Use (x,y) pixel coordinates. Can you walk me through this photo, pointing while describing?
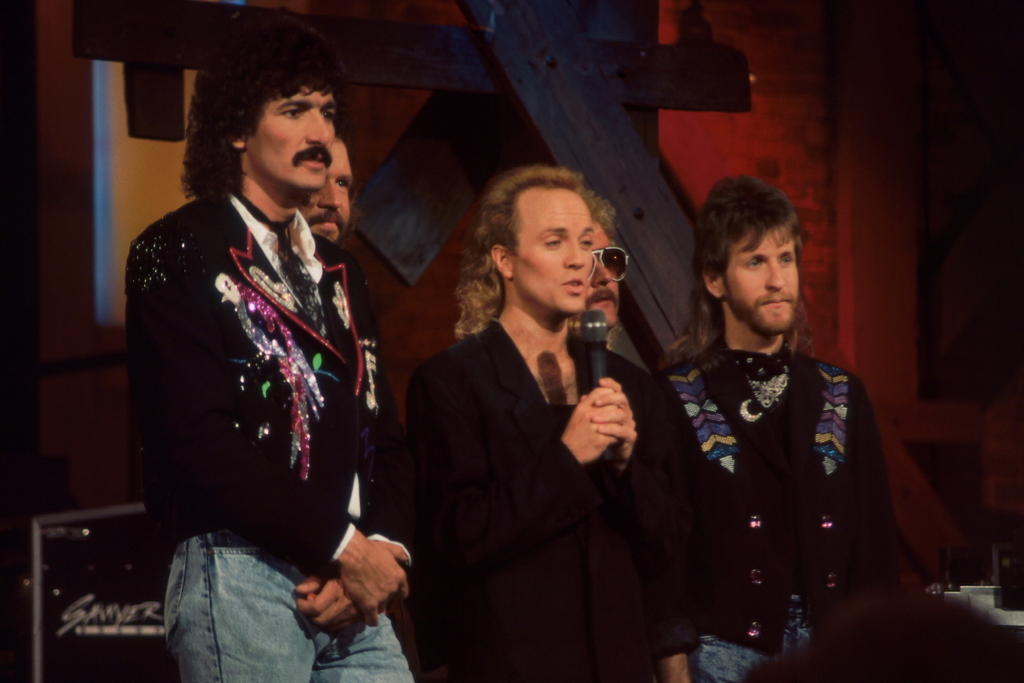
In the image in the center (483,443), we can see a few people (414,403) are standing. And the center person (488,453) is holding a microphone (601,425). In the background (90,186) there is a wall (785,173), board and a few other objects (588,96).
